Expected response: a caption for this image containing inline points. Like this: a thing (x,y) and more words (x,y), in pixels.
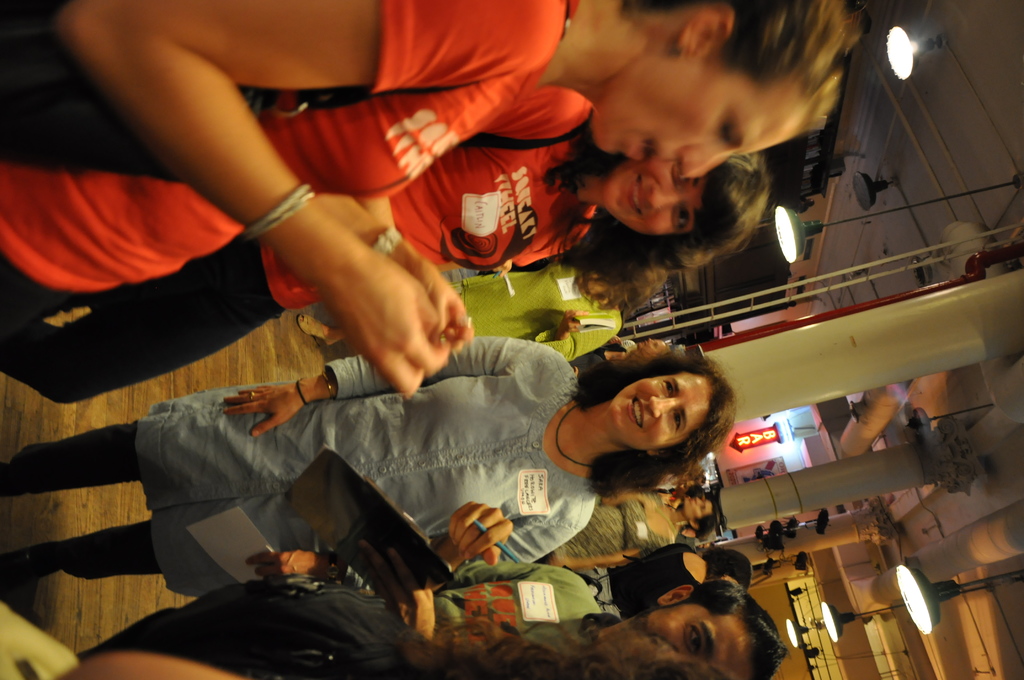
In this picture I can see some women (561,261) standing. Two of them are smiling. Two of them are wearing red color T shirts (385,163). I can observe white color pillars (845,377) in the background (795,351). On the right side (846,611) there are some lights (910,604) hanging to the ceiling (855,608). In the background (681,551) there are some people (669,524) standing.
